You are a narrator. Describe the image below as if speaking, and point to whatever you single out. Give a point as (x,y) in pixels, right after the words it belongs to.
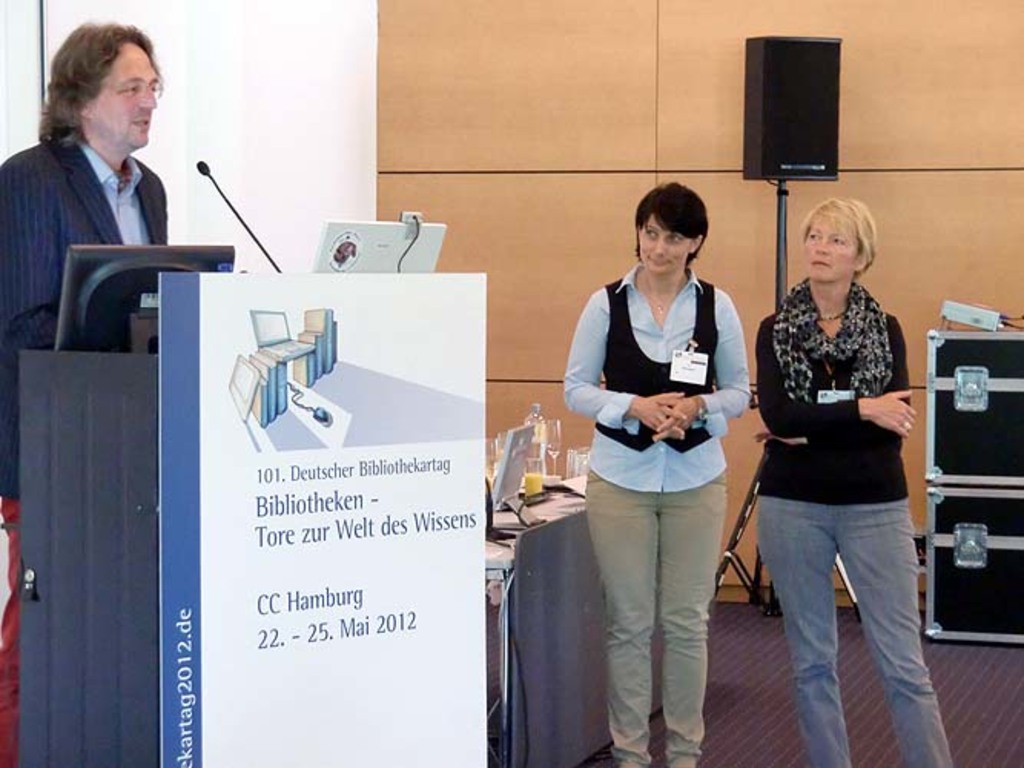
Here in this picture on the left side (21,212) we can see a person (69,228) standing over a place and in front of him we can see a speech desk (135,422) present with microphone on it over there and we can see he is speaking something in the microphone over there and we can also see a monitor (69,277) and a laptop (330,246) in front of him and we can also see a banner (286,337) present in front of the speech desk (158,760) and beside him we can see two women (804,391) with ID cards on them standing on the floor (602,757) over there and behind them we can see a table (538,514), on which we can see a monitor (515,480) and bottles (542,451), glasses (539,472) present over there and we can also see speaker (792,114) present on the stand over there.
